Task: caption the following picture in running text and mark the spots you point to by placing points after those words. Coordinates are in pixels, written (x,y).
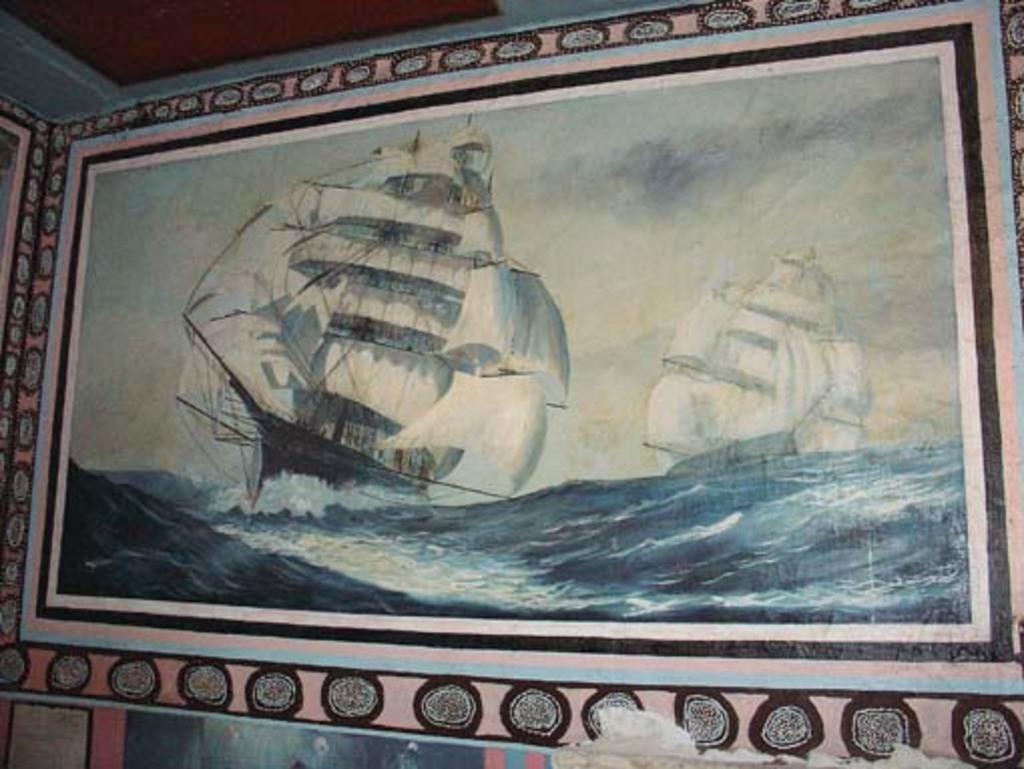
There is a painting (464,348) on the wall (33,426) in the image.
